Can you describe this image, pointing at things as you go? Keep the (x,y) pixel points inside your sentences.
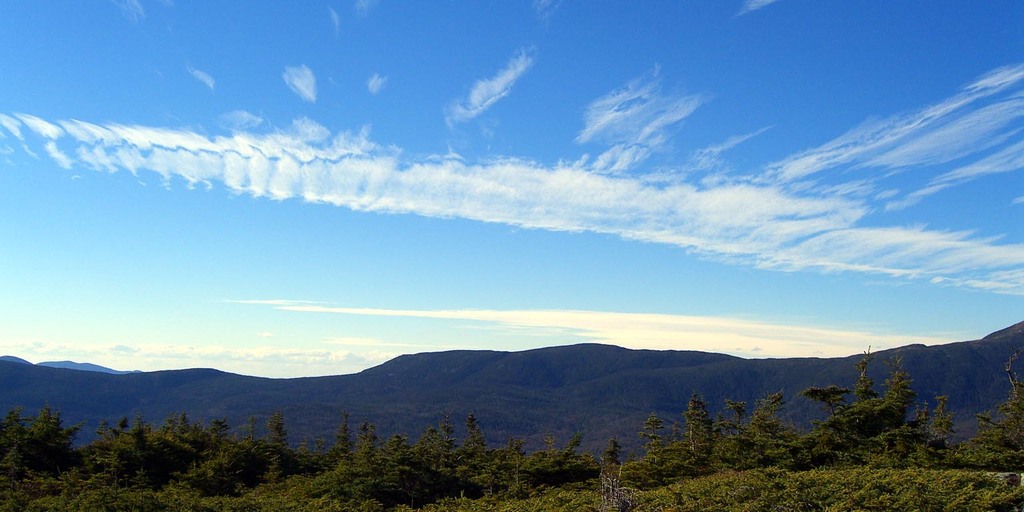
In this image there are some trees (373,460) in bottom of this image (254,479) and there are some mountains (443,408) in the background (686,382) and there is a cloudy sky (535,173) at top of this image (397,101).
